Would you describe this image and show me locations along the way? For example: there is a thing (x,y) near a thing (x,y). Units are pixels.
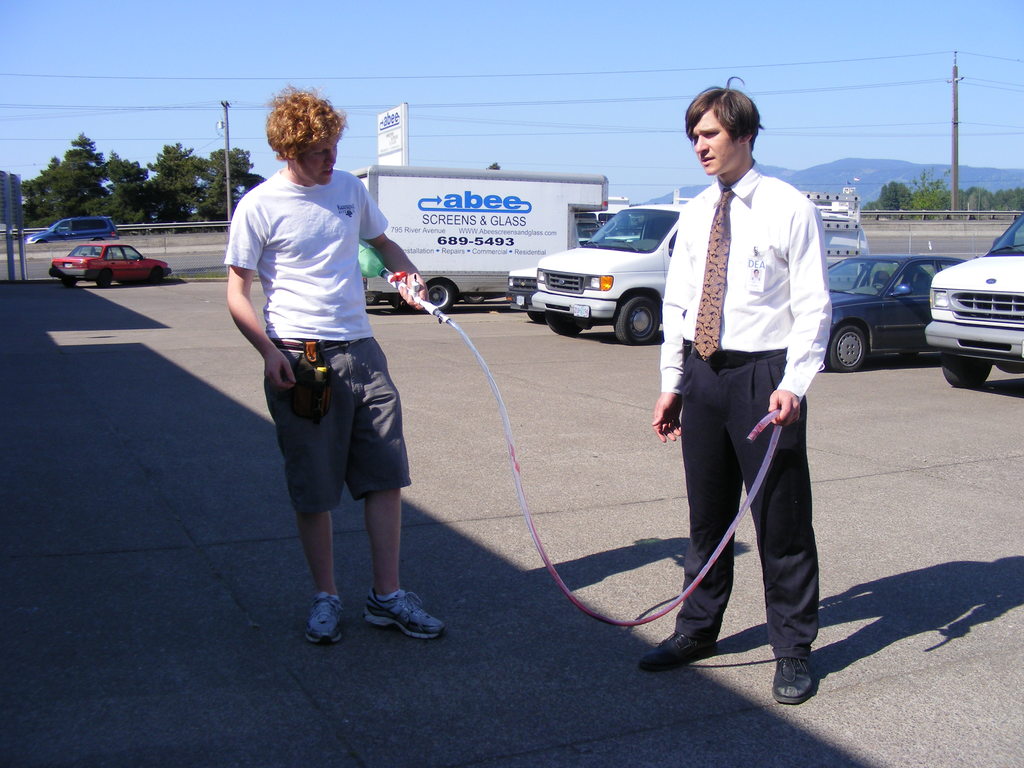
In this image we can see two men (702,287) are standing. They are holding pipe (516,455) in their hand (425,296). In the background (468,205), we can see vehicles (428,252), road (190,258), pole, electric wire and trees (137,171). The sky (152,40) is in blue color.
